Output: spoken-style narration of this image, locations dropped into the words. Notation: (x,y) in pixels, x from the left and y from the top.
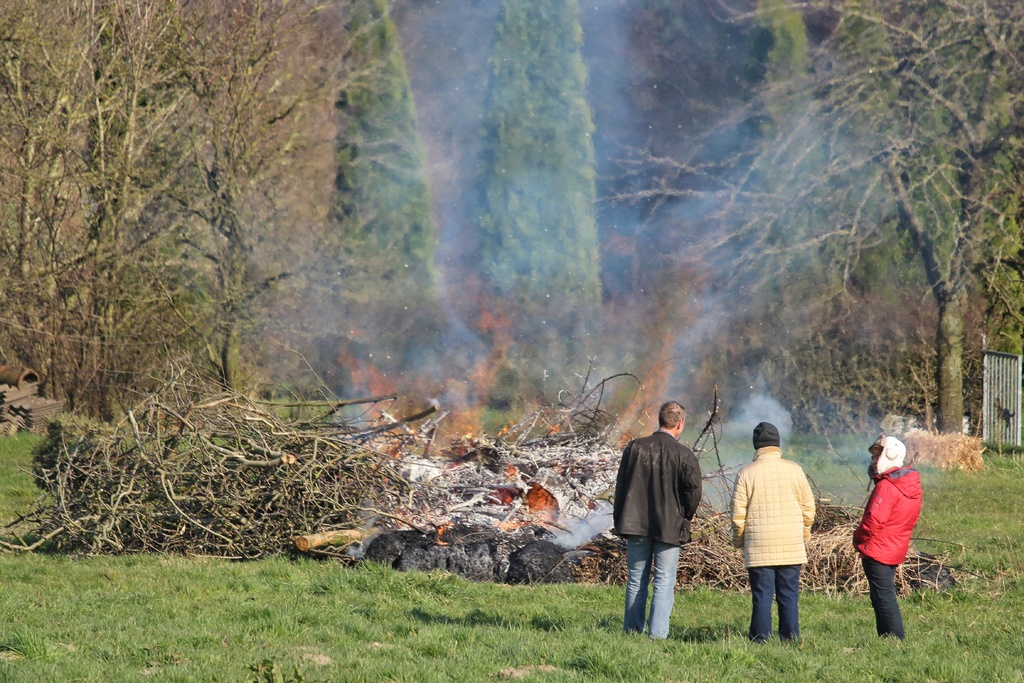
In this image there are people (803,560) standing on the grassland (795,642). There are wooden trunks (412,521) having a fire (540,520). Background there are trees (980,421). Right side (995,394) there is a fence (986,408).
